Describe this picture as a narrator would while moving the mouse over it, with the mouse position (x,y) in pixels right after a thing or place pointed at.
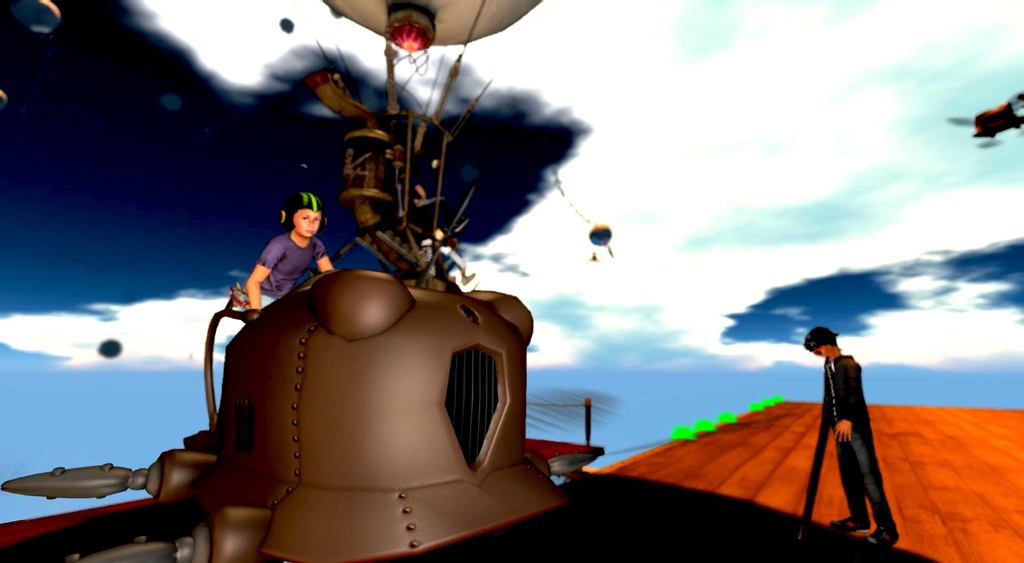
This image looks like it is animated. To the left (282,268), there is a person (278,282) sitting on the machine (428,374). In the background (756,173), there are clouds (860,198) in the sky (886,224). At the bottom (729,512), there is a floor (611,498).
